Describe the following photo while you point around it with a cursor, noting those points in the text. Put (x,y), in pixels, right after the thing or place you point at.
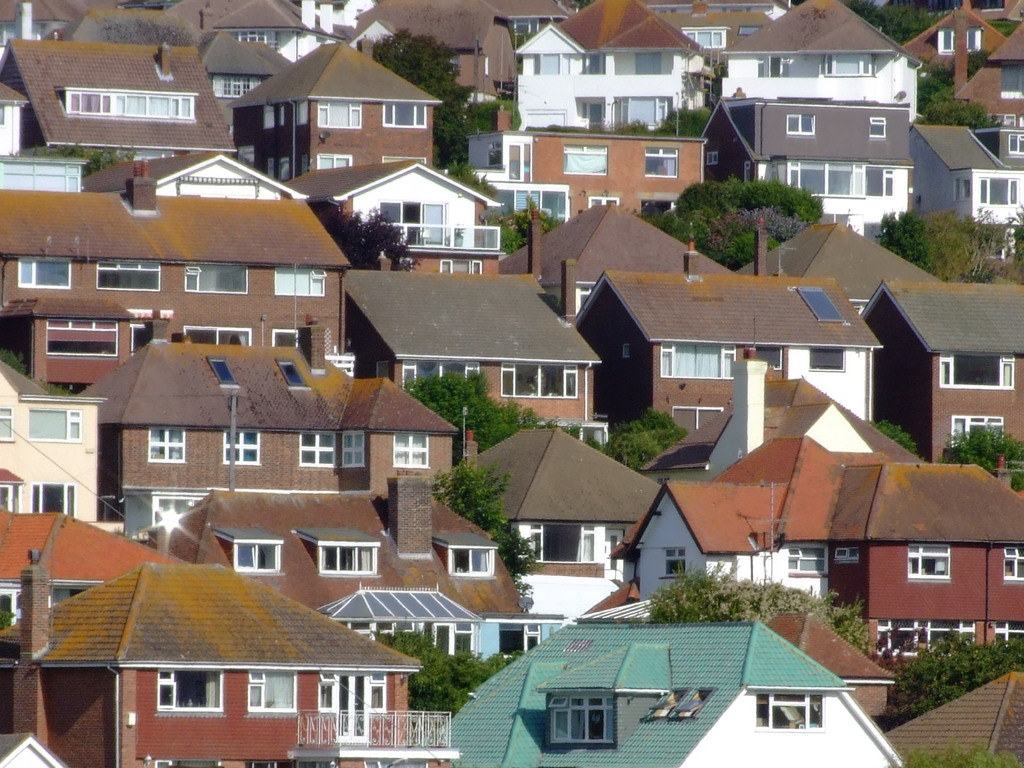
In this picture I can see there are buildings (609,256), trees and the buildings (531,456) have windows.
